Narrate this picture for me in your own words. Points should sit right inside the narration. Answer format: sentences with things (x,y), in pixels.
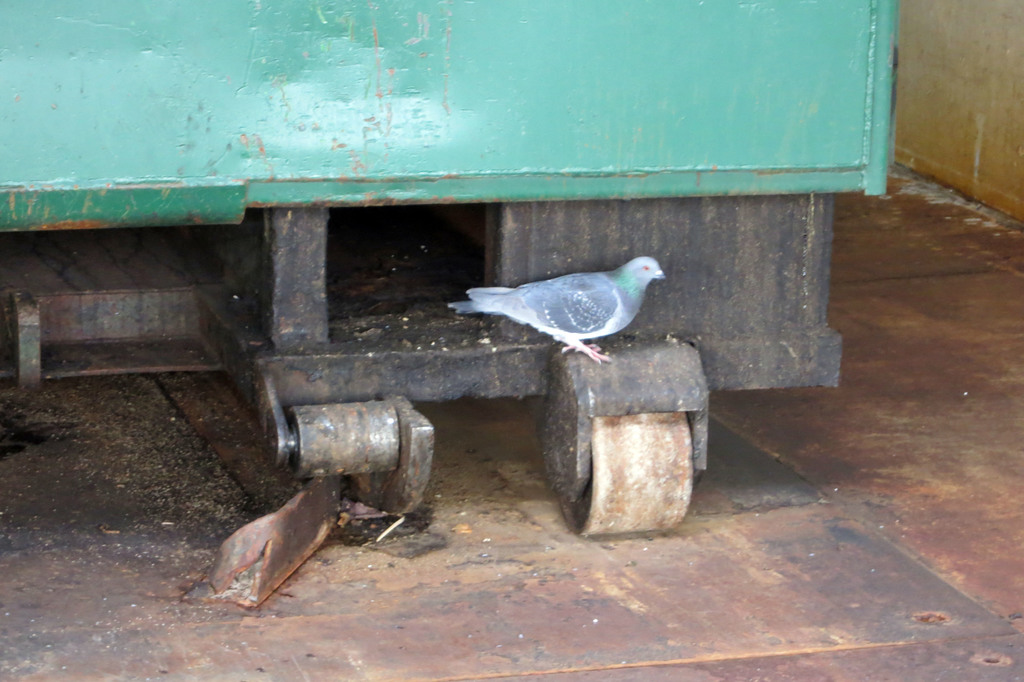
In this image I can see a bird (609,309) visible on wheel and at the top (11,113) I can see green color container (688,193) and on the right side (919,18) I can see the wall (954,39).
